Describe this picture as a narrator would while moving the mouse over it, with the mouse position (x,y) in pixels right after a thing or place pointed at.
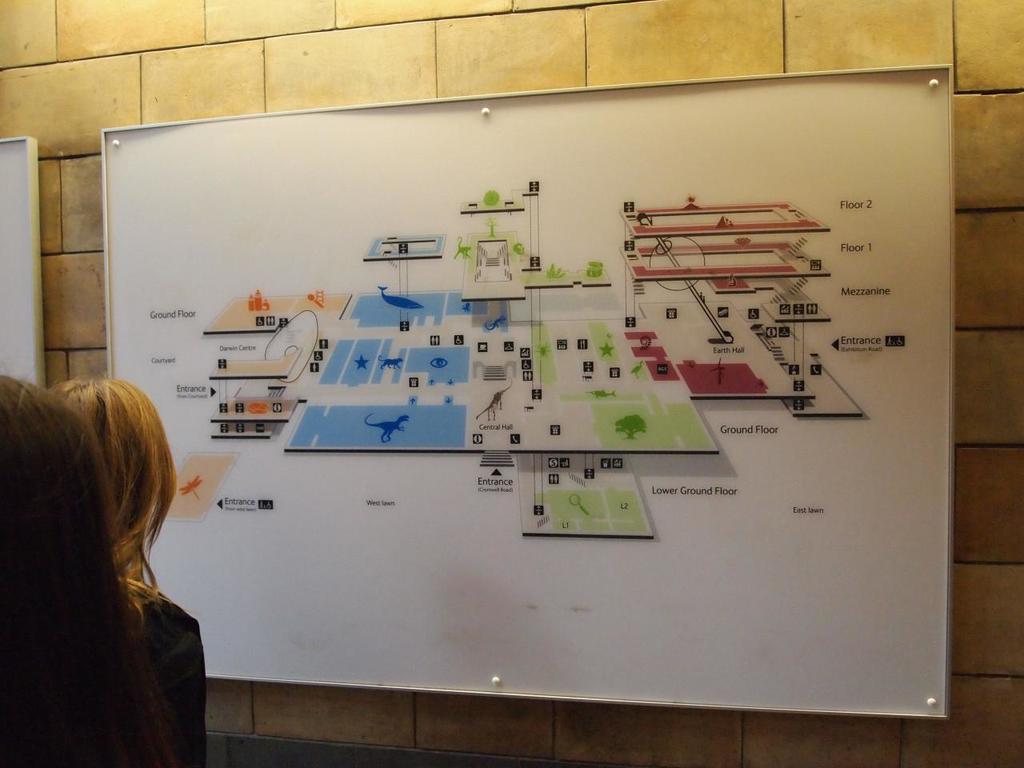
In this picture we can see boards (360,184) on the wall (788,762) and two people (98,477) and on a board (171,407) we can see some objects (550,380) and some text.
